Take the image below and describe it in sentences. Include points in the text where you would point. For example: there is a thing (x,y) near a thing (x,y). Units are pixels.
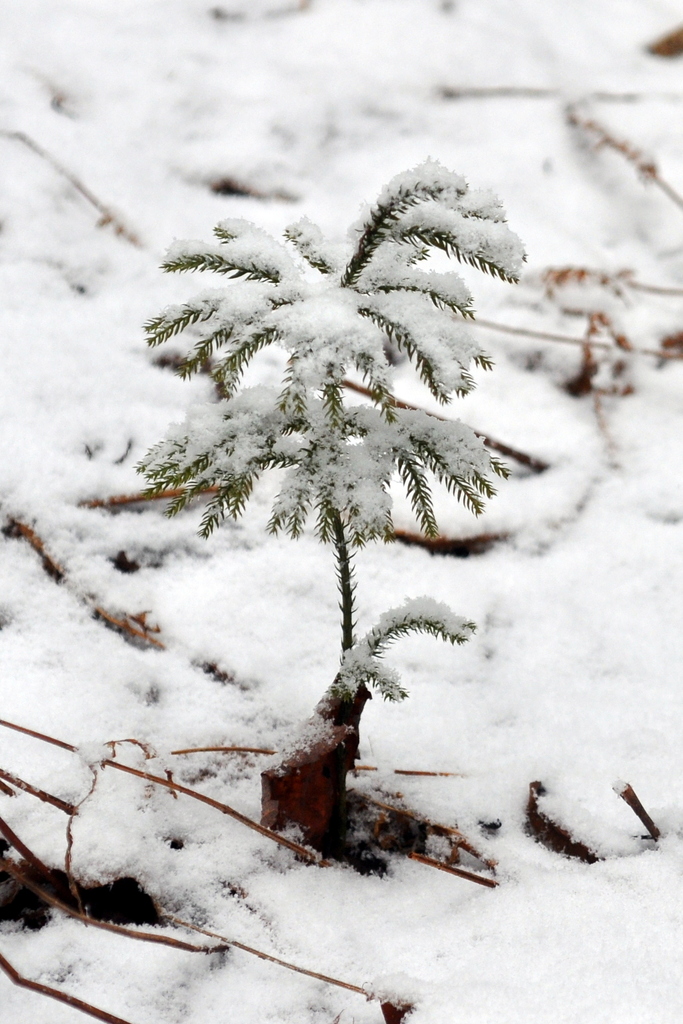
In this picture there is a small plant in the center of the image (437,367) and there is snow (500,985) around the area of the image.
